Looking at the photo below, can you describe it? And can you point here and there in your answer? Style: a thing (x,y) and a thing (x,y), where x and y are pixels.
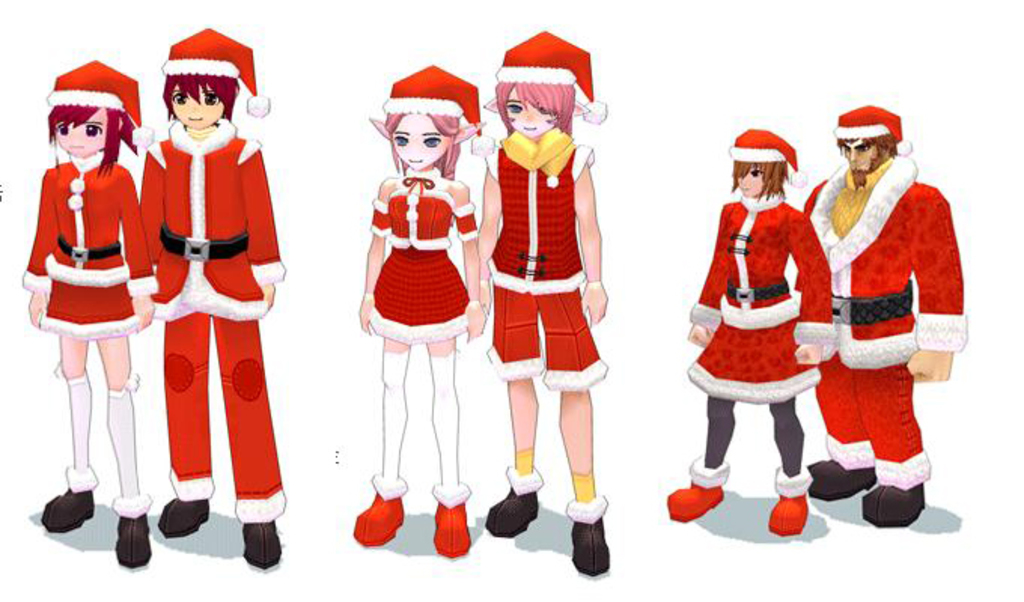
This is an animated image. In this image, we can see six people (705,291) wearing red color dress (253,276). In the background (292,395), we can also see white color.
